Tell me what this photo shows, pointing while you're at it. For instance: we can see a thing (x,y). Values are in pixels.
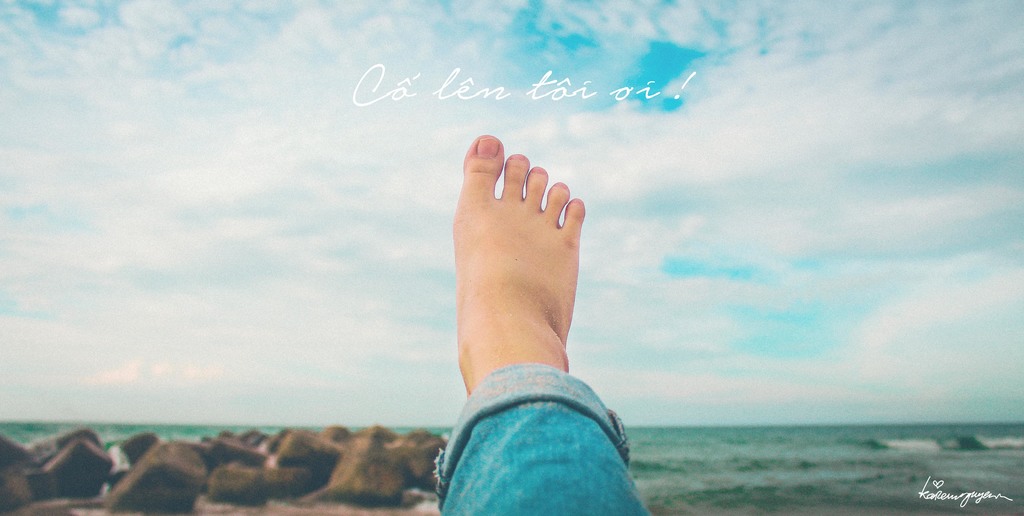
In this image I can see a person's leg (489,377) who is wearing a jeans (533,453). I can see few rocks (260,461) and the water (739,454). In the background (813,327) I can see the sky (440,226).
